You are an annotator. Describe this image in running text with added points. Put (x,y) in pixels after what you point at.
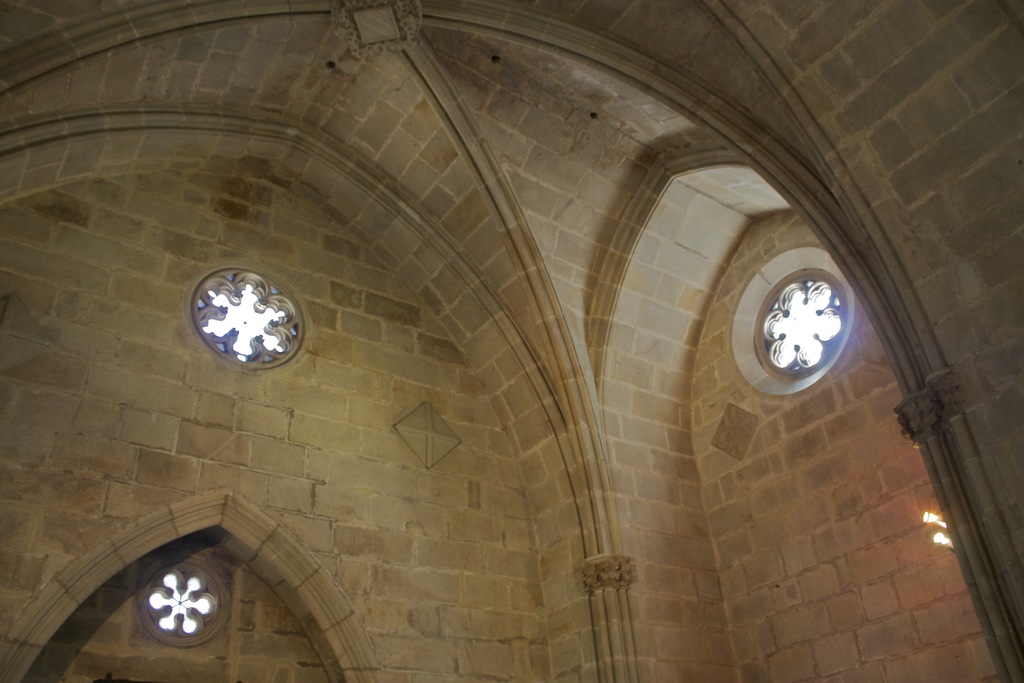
This picture is clicked inside. At the top (542,159) there is a roof (429,120) and we can see an arch (360,168) and there are some windows (272,338).
